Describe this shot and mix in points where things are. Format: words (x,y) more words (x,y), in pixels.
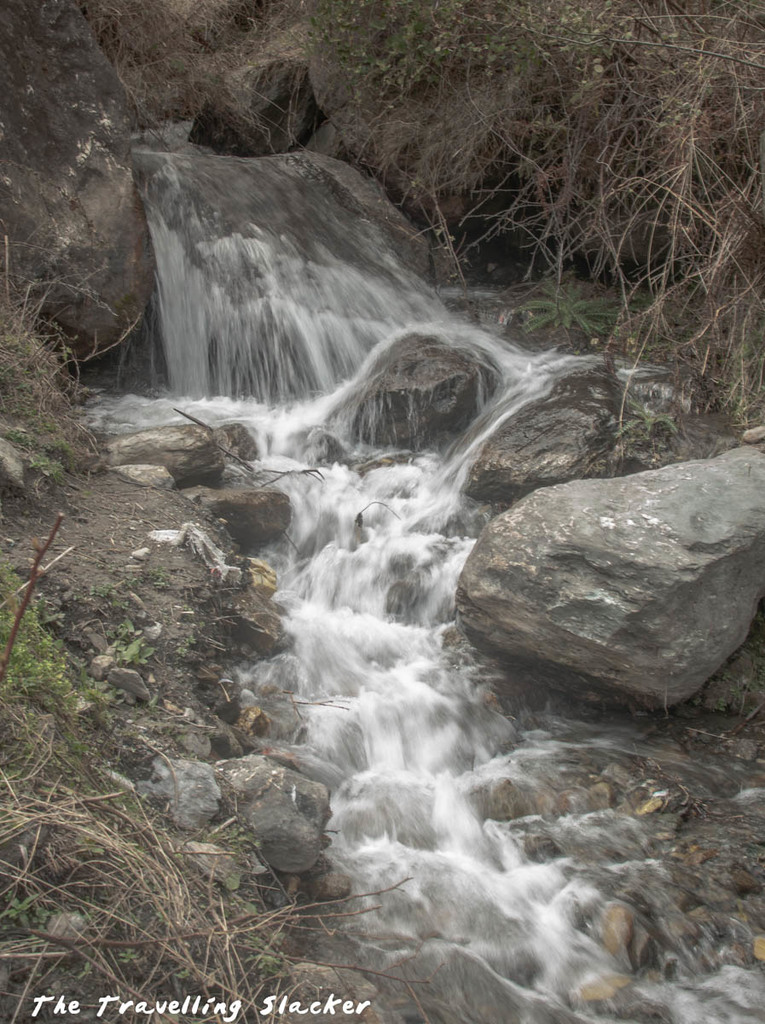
As we can see in the image there is water (331,410), rocks (399,414) and dry grass (2,846).
